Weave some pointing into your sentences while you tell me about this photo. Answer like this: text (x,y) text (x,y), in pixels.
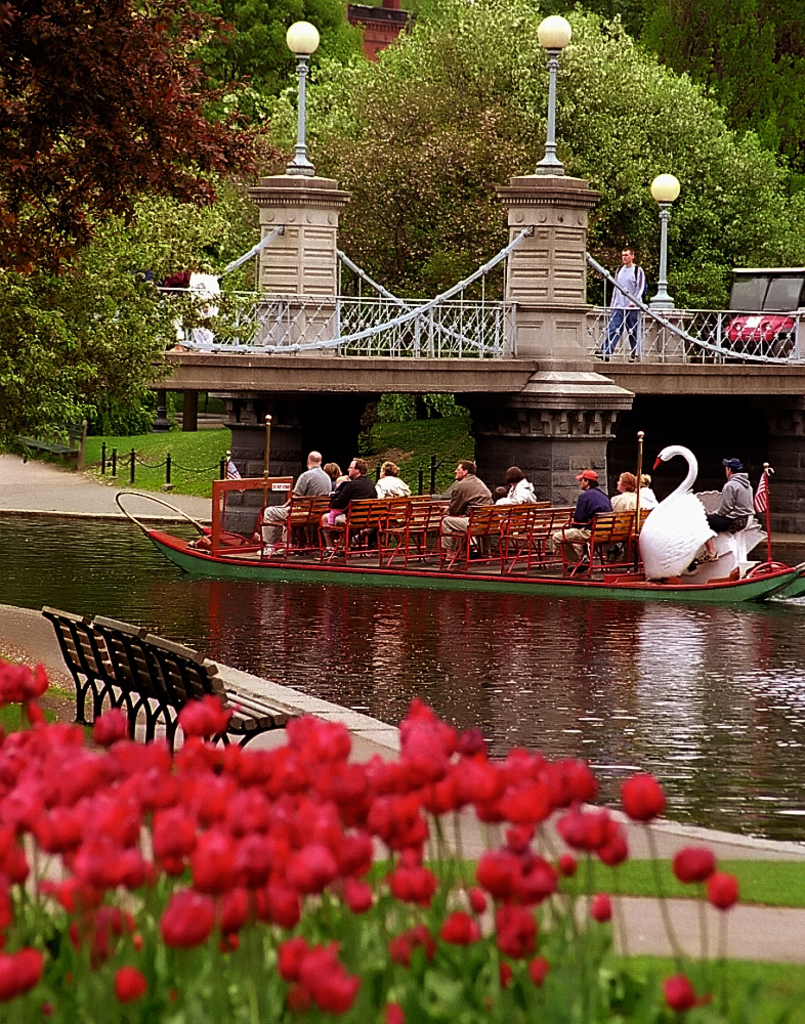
At the bottom of the picture (279,815), we see plants (353,923) which have flowers (273,893). These flowers (256,896) are in red color. Beside that, we see a bench (169,698). In the middle of the picture (412,610), we see water (525,699) and we see people (332,521) are riding the boat (480,514). Beside that, we see iron poles (166,459) and a bridge (471,358). The man (606,353) in white T-shirt (637,282) is walking on the bridge (597,326). Behind him, we see a vehicle (740,329) is moving on the bridge (727,360). There are trees (248,156) and light poles (304,163) in the background (439,135).
